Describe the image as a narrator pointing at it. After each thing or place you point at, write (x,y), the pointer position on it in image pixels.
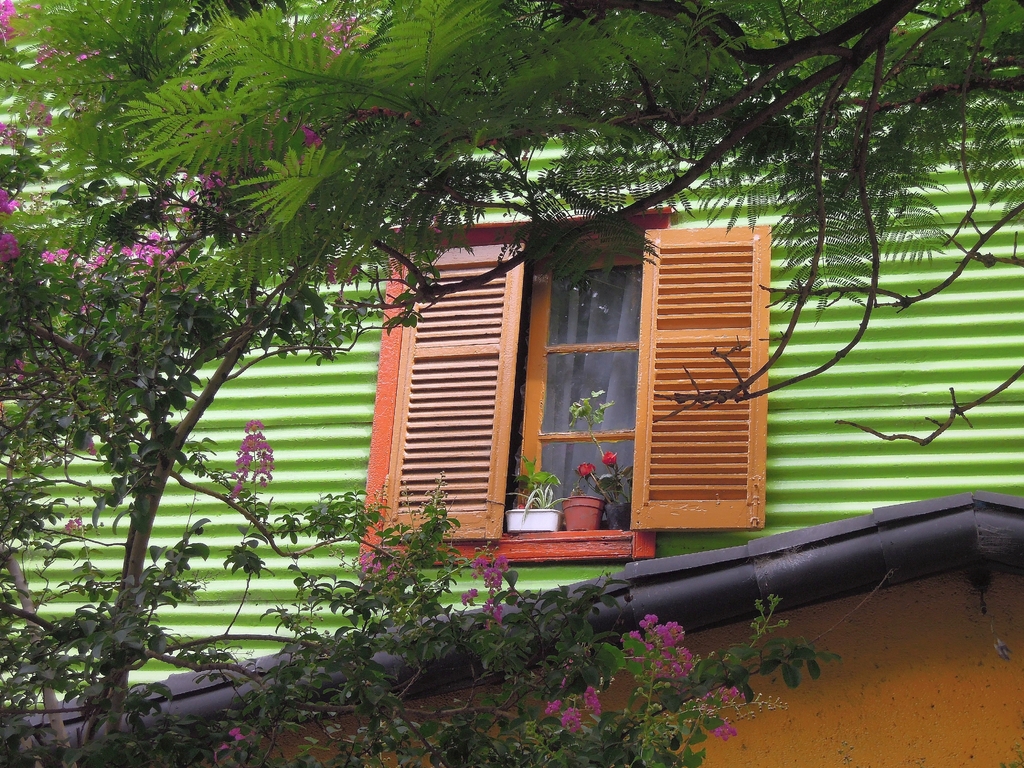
In this image there is a wall (240,433) of a house (282,419). There is a wooden window (441,399) to the wall (338,403) of the house (685,427). Near the window (693,475) there are flower pots (588,500). There is a curtain (579,330) to the window (554,341). In the foreground (635,45) there is a tree (189,130). There are leaves (183,299) and flowers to the tree (499,750).
